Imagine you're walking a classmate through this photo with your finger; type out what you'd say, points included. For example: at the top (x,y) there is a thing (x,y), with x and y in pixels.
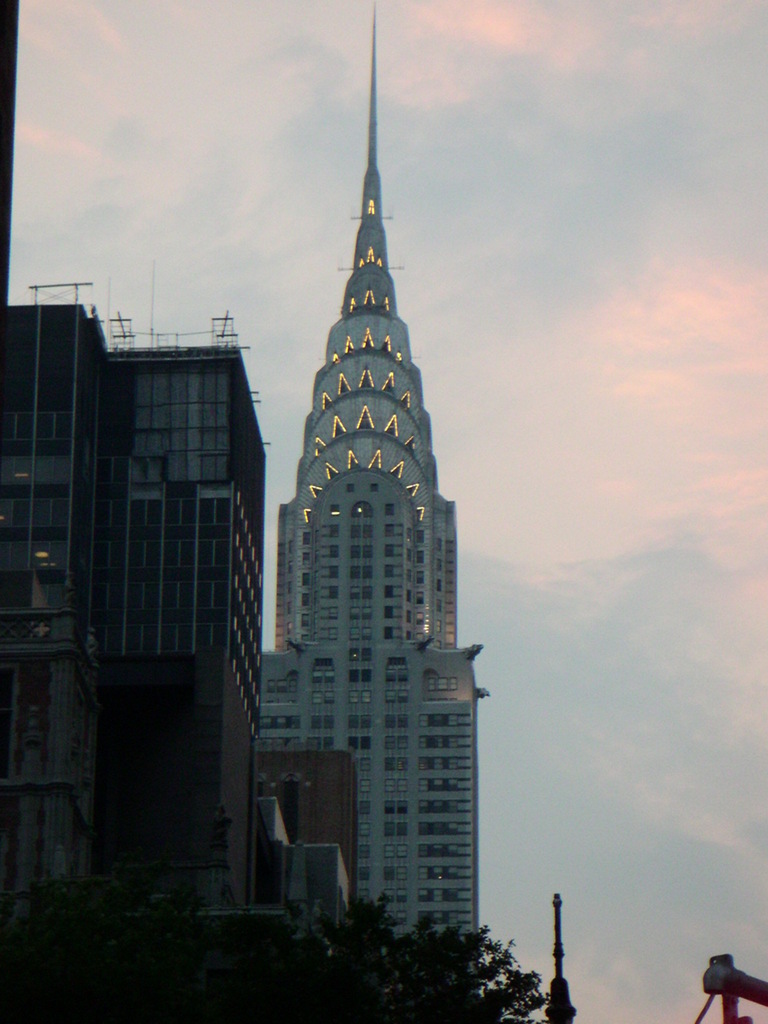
On the left side (182,633), there are buildings (315,769) which are having glass windows (145,600). In the background (415,743), there is a tower (378,534) which is having glass windows (368,513) and lights (349,456) and there are clouds (603,553) in the sky (615,253).
